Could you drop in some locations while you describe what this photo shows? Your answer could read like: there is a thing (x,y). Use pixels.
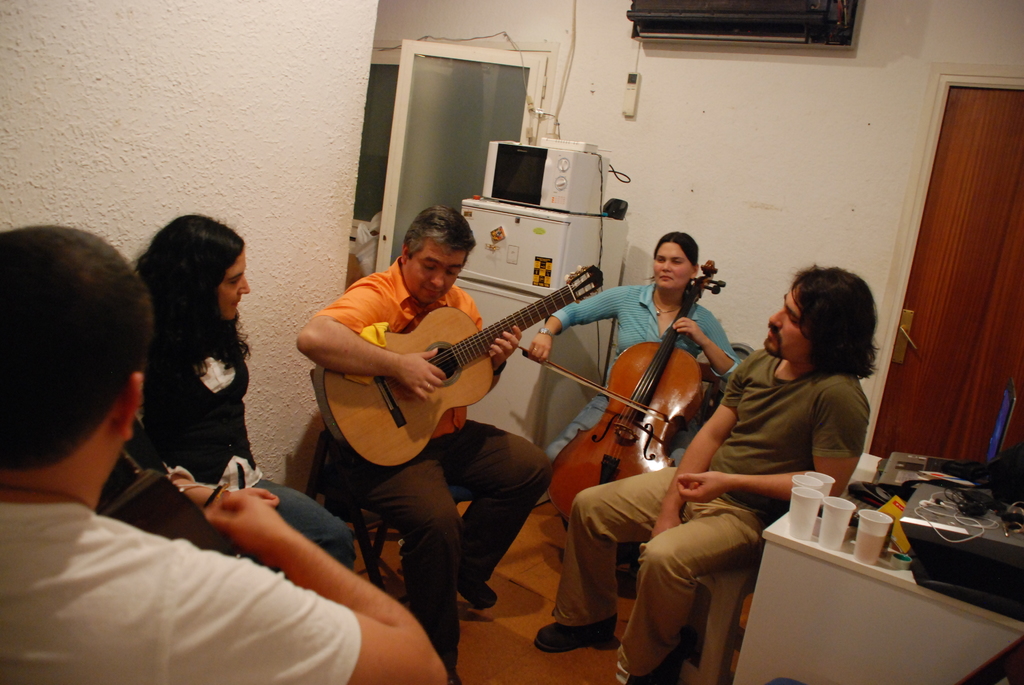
In the middle of the image (469,369) few people (761,359) are sitting and playing some musical instruments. Bottom right side of the image (757,675) there is a table (807,611) on the table (805,679) there are some cups (881,521) and there is a laptop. In the middle of the image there is a micro oven (540,169). Behind the micro oven (498,149) there is a door (402,70). Top left side of the image (149,54) there is a wall (208,65).
